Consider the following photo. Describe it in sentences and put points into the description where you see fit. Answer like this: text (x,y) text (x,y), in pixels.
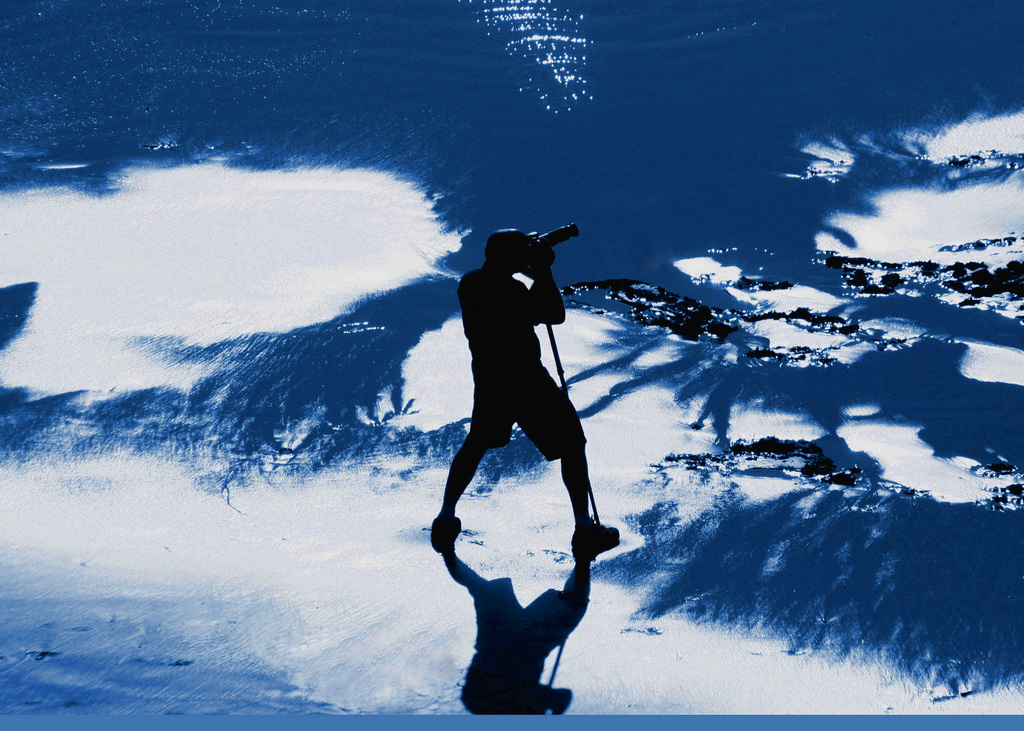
It seems to be an edited image. In the middle of the image (526,387) there is a person (507,315) holding a camera (543,253) in the hands (537,265) and standing facing towards the right side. The background (365,199) is in blue and white colors.
